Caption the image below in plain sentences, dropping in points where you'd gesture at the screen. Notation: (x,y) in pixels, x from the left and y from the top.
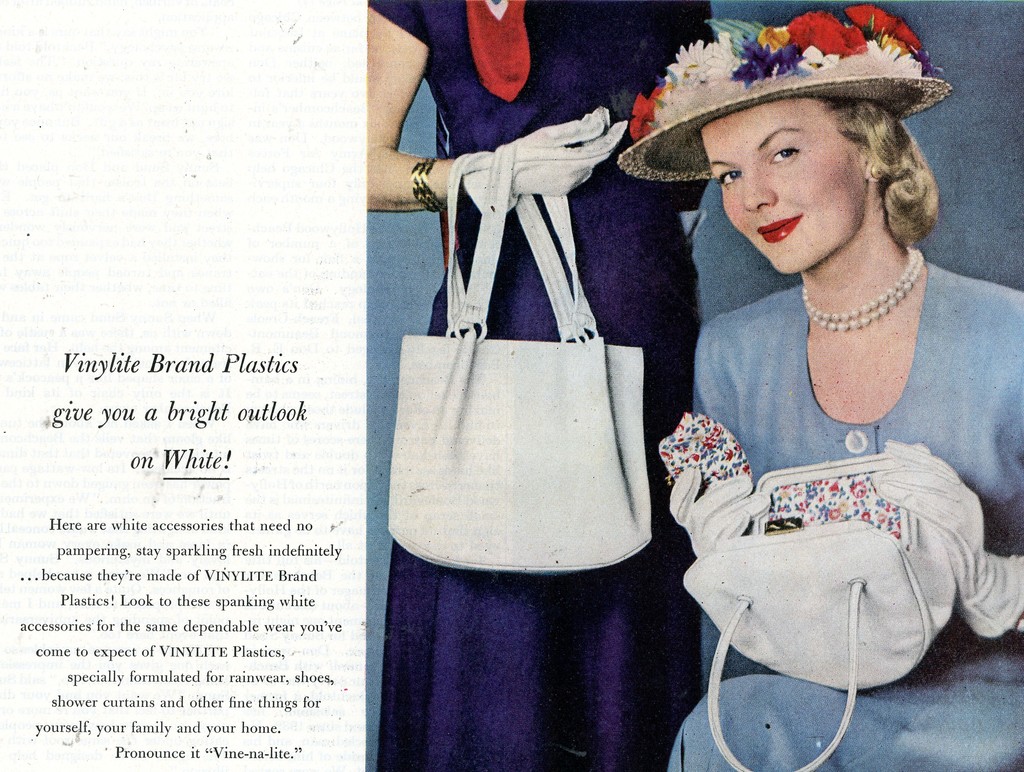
This is a poster. On the right side of the image (1011,669) there is a woman (875,141) with sky blue dress (982,442) is sitting and smiling and she is holding the bag (848,668) and there is a person (590,665) with dark blue dress (526,707) is standing and holding the bag (604,539). On the left side of the image (323,667) there is a text (318,575).
